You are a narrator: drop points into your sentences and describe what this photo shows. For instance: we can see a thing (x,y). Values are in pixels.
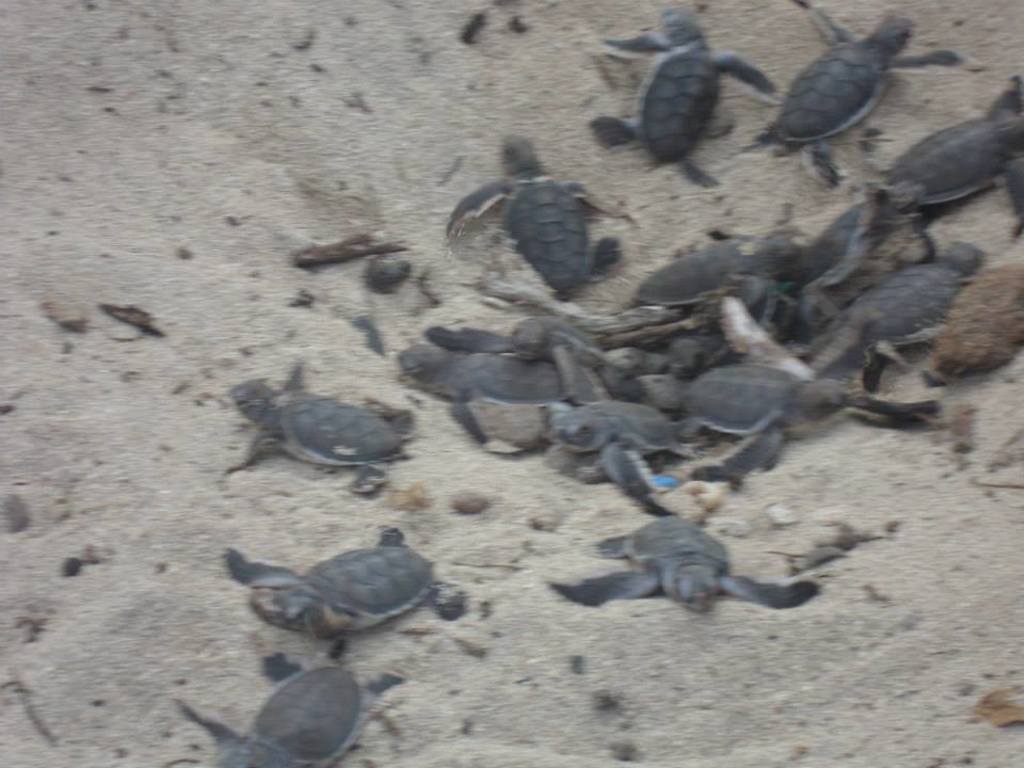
In the picture I can see the tortoises (490,369) on the sand (366,367).
